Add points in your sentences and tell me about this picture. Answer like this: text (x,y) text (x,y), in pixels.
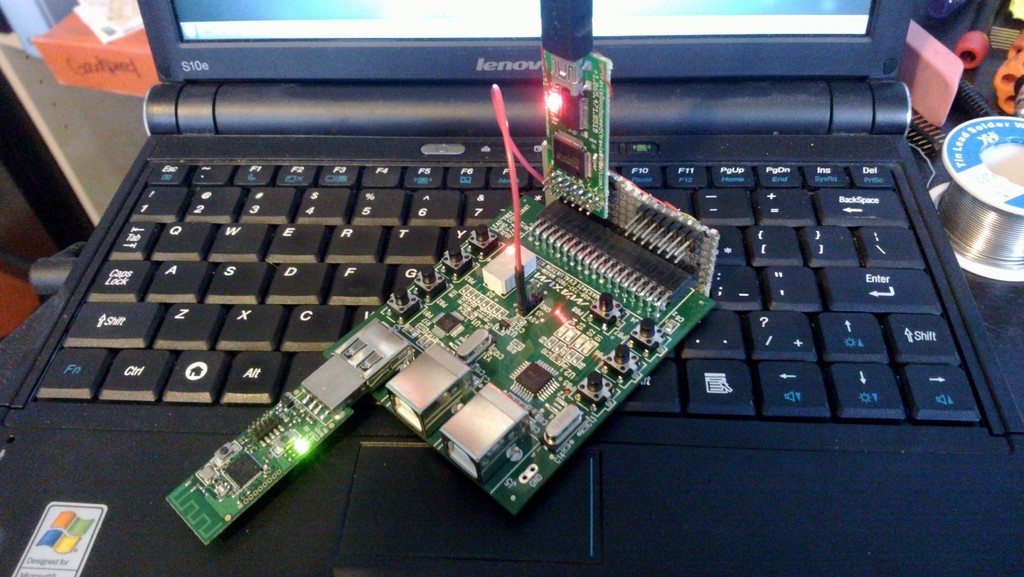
Above this laptop keyboard (378,223) there is a circuit (546,304). Beside this laptop (732,181) there are things (963,242). Here we can see windows logo (67,521).
